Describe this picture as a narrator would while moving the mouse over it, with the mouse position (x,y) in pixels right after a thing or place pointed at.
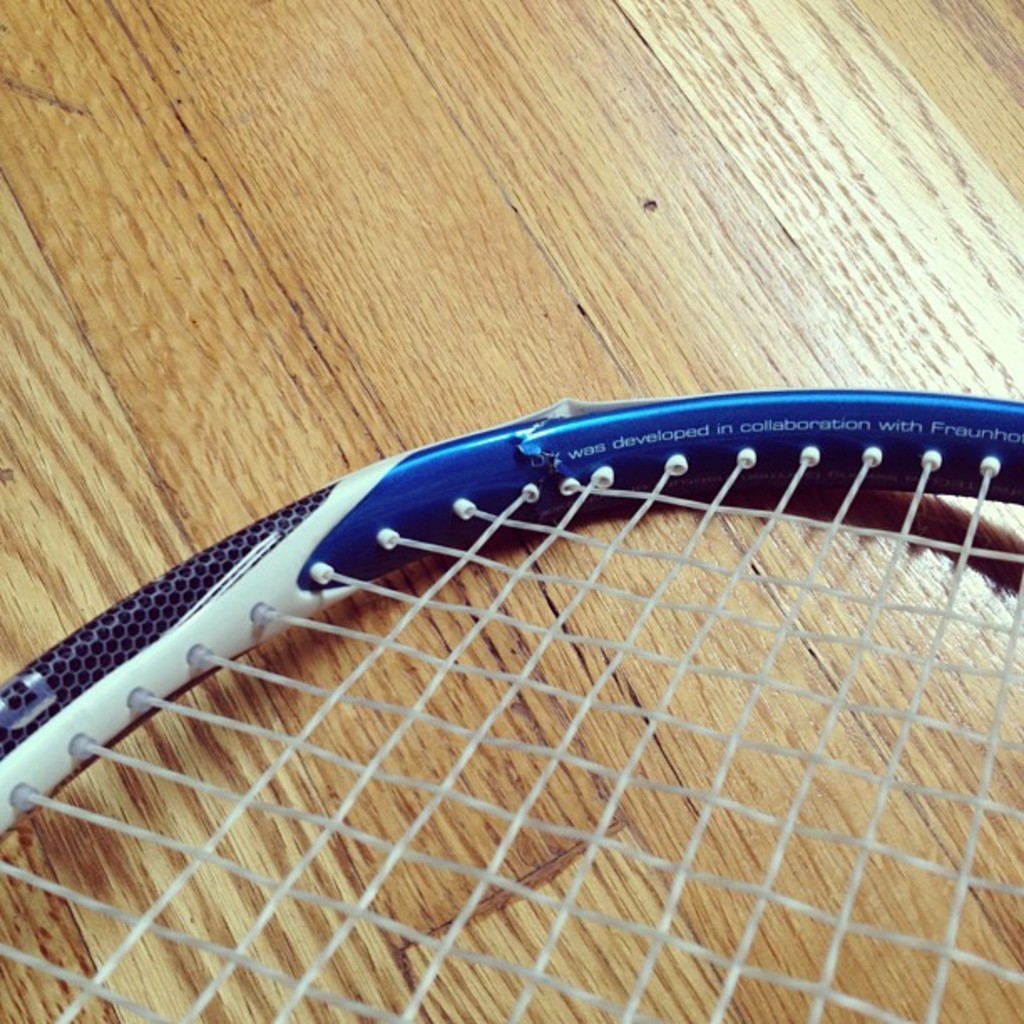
In this picture we can observe a tennis racket (336,508) which is in blue color placed on the brown color surface (396,268). We can observe a white color net (159,839).
